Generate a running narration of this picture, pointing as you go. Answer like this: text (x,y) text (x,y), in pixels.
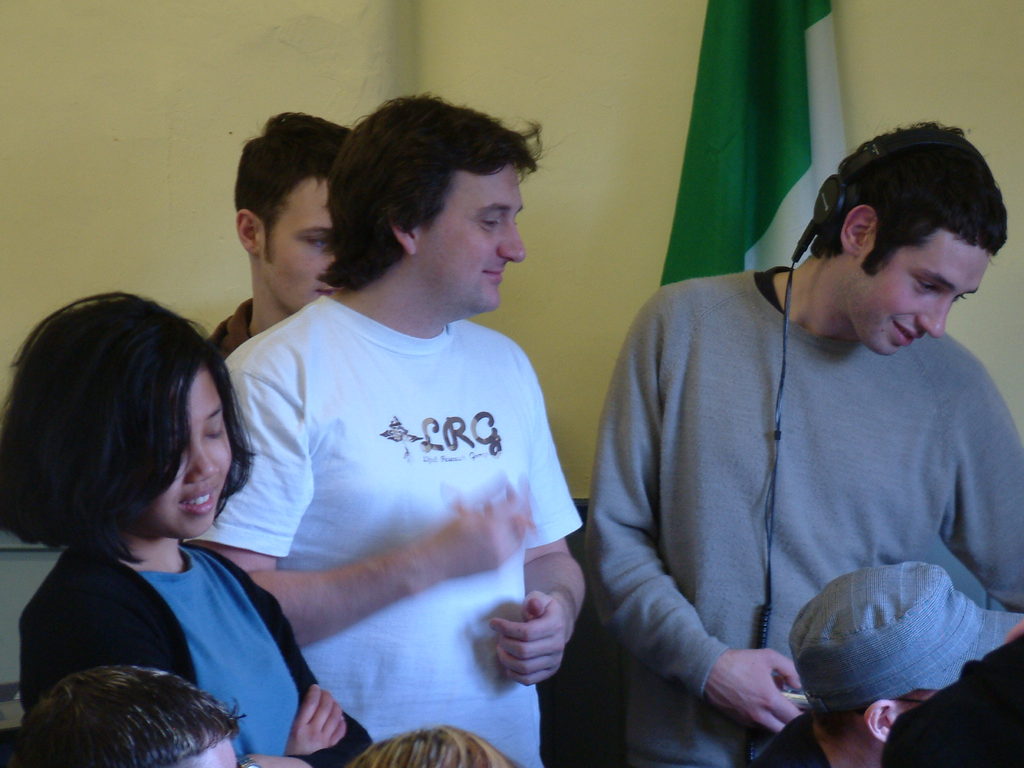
In this picture I can observe some people (413,700). Some of them are sitting and some of them are standing. I can observe a flag (756,212) on the right side (759,196) which is in green and white color. In the background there is a wall (353,73) which is in cream color.
